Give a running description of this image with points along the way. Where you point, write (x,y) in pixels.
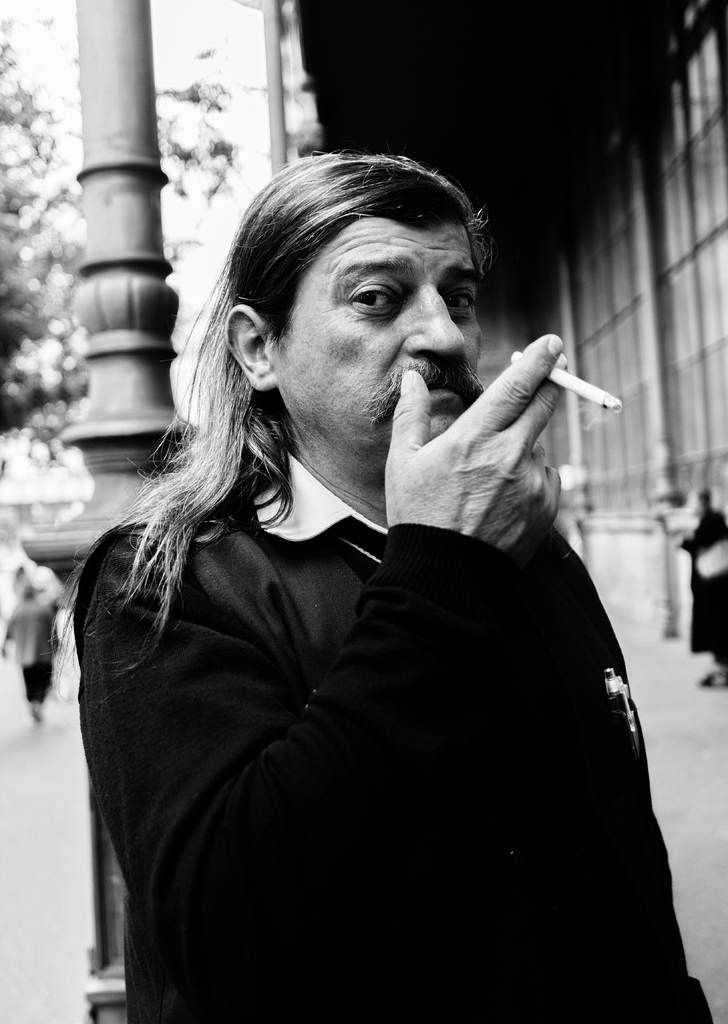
In this image, we can see a person (512,545) is holding a cigarette (565,379). Background (599,428) there is a blur view. Here we can see a pillars (121,183), trees (41,301), glass (616,285), wall (611,580), few people (696,565).
